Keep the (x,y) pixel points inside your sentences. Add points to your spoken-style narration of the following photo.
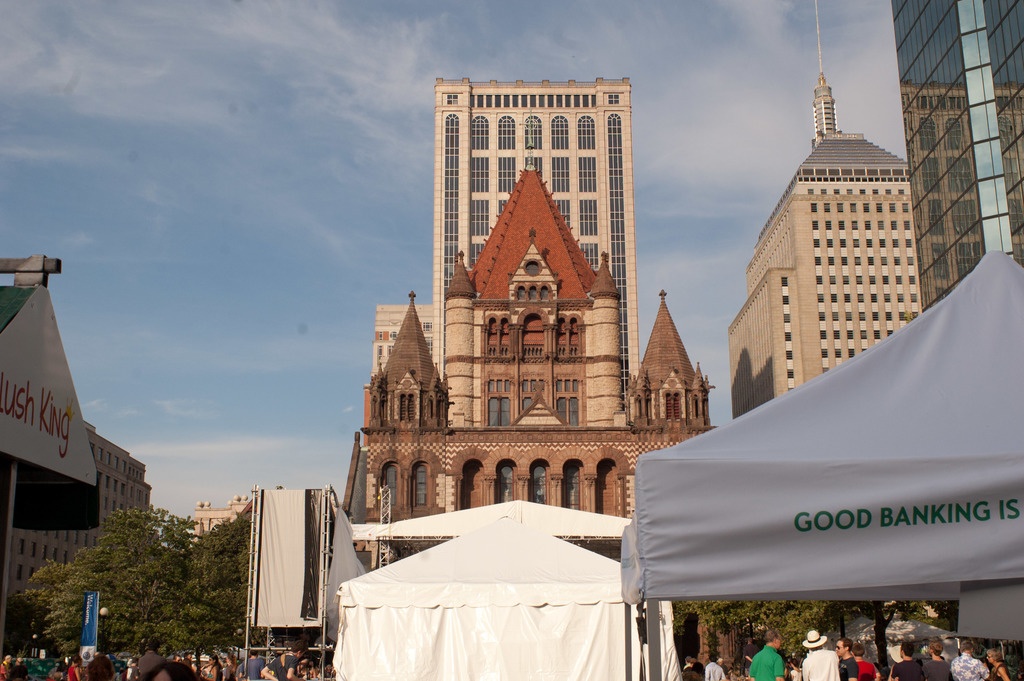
On the left side (159,551) there are trees (168,525), in the middle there are people (836,678) and tents (727,585). At the back side (512,313) there are very big buildings (399,374), at the top (269,65) it is the sky (237,135).
